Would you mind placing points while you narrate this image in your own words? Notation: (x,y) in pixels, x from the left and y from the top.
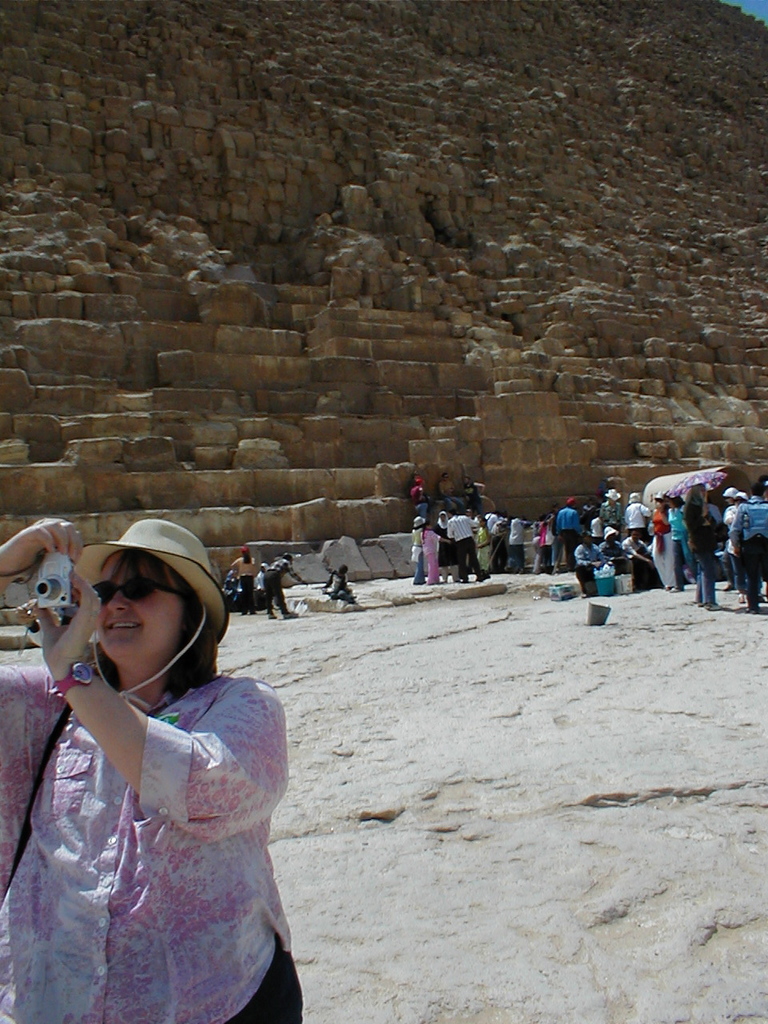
As we can see in the image there is wall (465,173), stairs (308,306) and group of people (236,573). The woman (231,729) standing on the left side (107,699) is wearing pink color dress (149,759) and holding camera (41,586).
